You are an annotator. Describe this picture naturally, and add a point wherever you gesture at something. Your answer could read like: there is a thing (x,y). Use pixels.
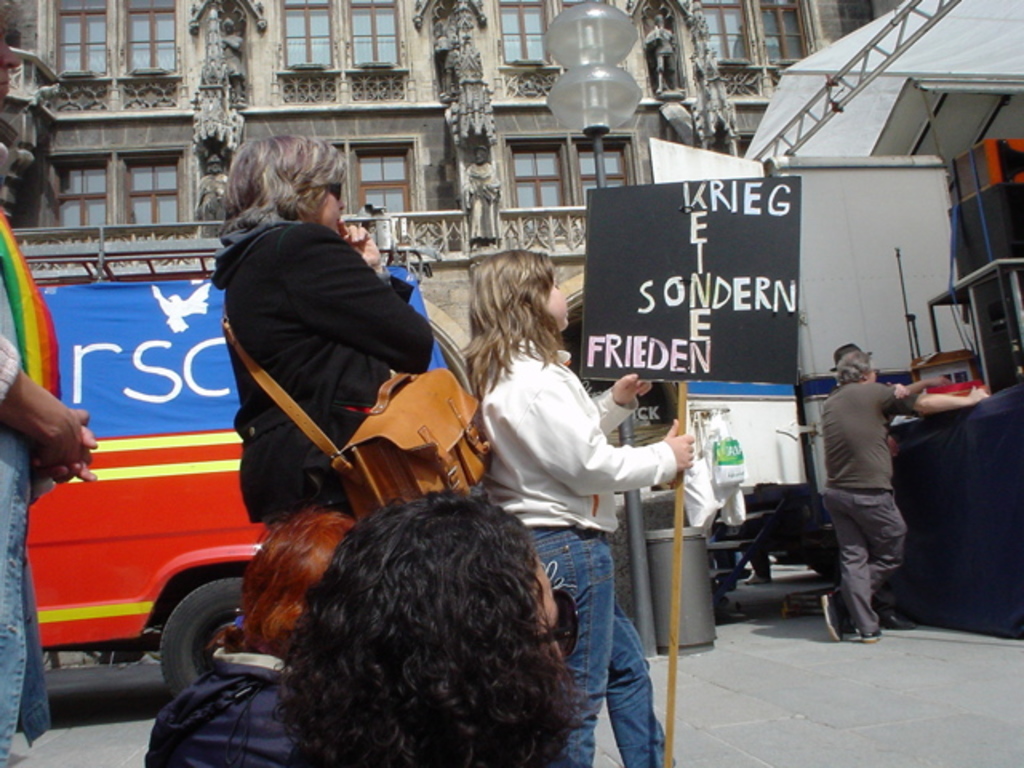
In this image there is a girl (577,419) standing, holding a placard (633,338) in her hand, behind the girl (503,378) there is a woman (364,345), beside the woman (352,393) there are two other persons (380,627) sitting on the floor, beside the woman (340,349) there is a van (173,455) on the road surface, in front of the girl (579,433) there are two other persons (868,419) standing, in the background of the image (473,100) there is a building (250,98).
